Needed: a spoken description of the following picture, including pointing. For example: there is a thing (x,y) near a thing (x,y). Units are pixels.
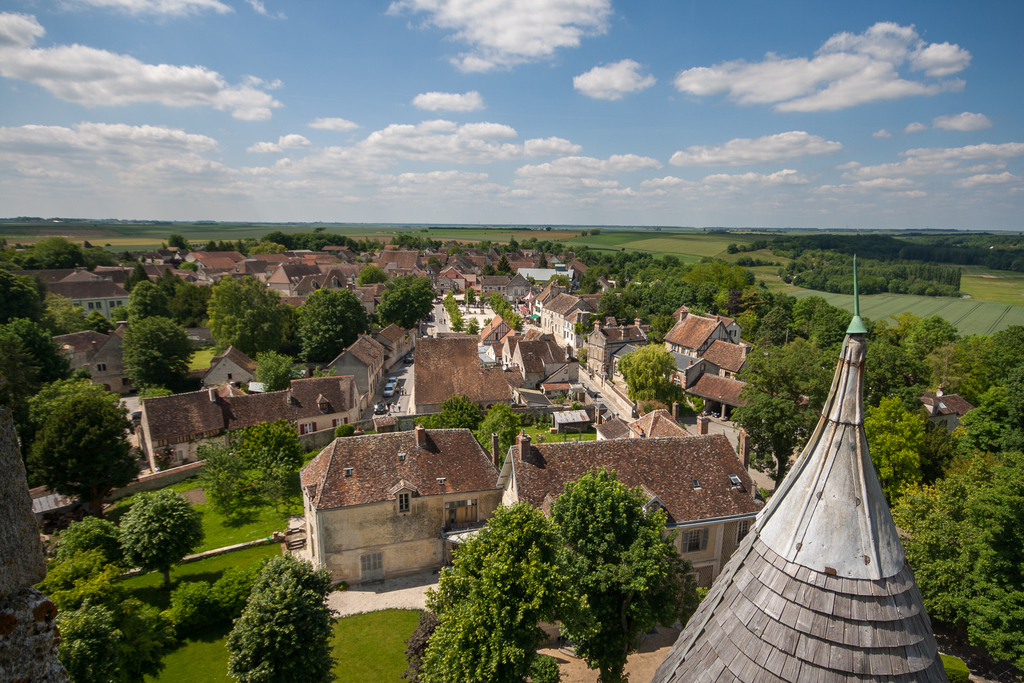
In this picture we can see few buildings (344,457), trees (598,485) and clouds (398,142), and also we can see grass (282,516).
